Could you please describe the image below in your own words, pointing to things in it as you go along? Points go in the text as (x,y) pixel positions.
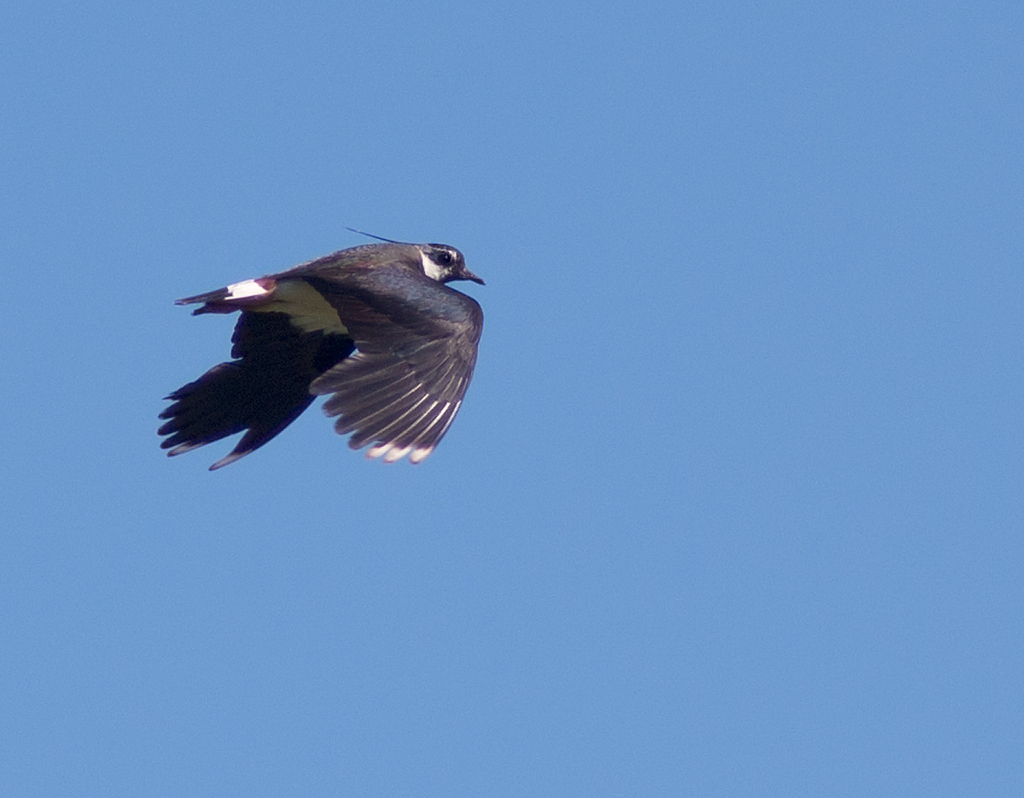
There is a black color bird (360,300) flying in the air (533,385). In the background (523,96), there is blue sky (233,218).
